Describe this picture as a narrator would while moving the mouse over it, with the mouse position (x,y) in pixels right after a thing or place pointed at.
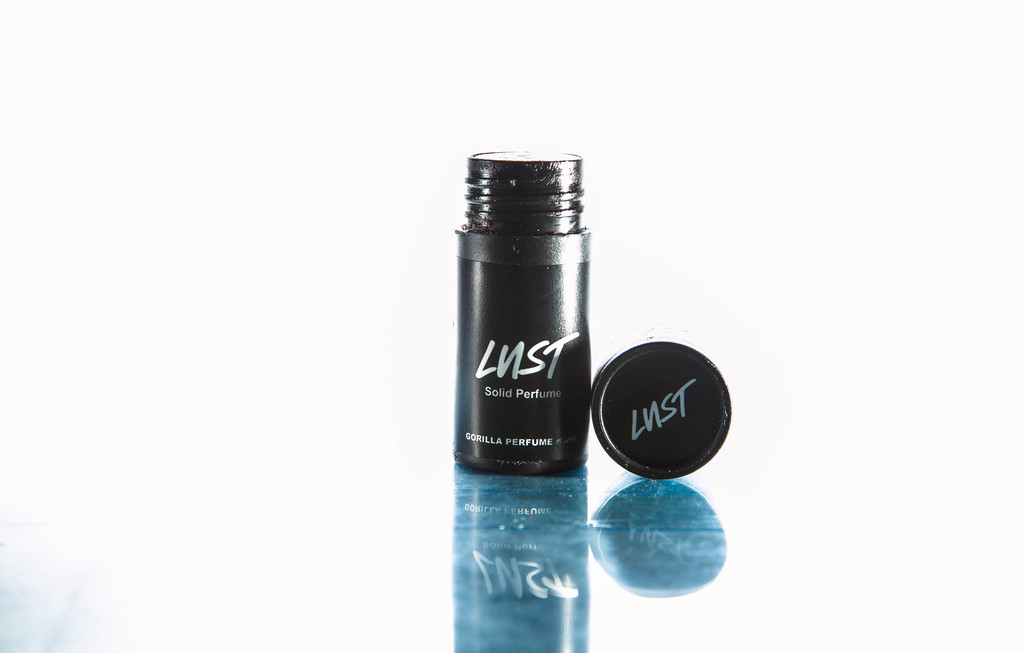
There is a perfume (475,287) placed on the table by opening its cap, the bottle (520,312) of the perfume (473,326) is in black color.
